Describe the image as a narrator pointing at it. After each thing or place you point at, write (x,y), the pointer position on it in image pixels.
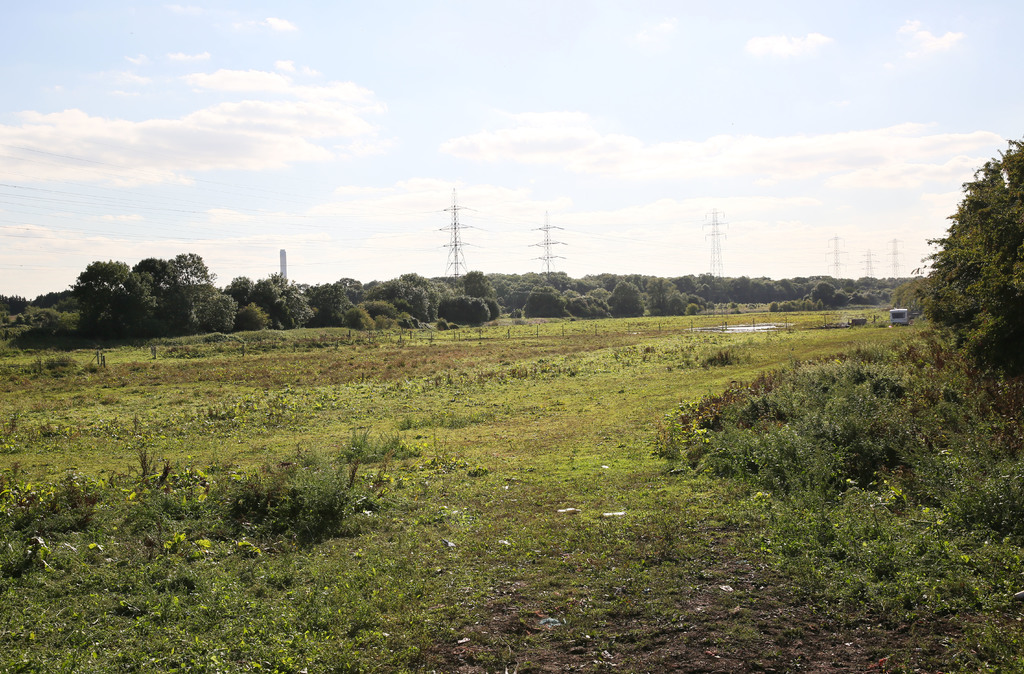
In this image there is the sky (598,110) towards the top of the image (623,124), there are clouds (159,133) in the sky (659,99), there are towers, there are wires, there are trees (721,281), there is grass (842,316), there is ground (439,556) towards the bottom of the image (672,603), there are objects (550,617) on the ground (726,641).
